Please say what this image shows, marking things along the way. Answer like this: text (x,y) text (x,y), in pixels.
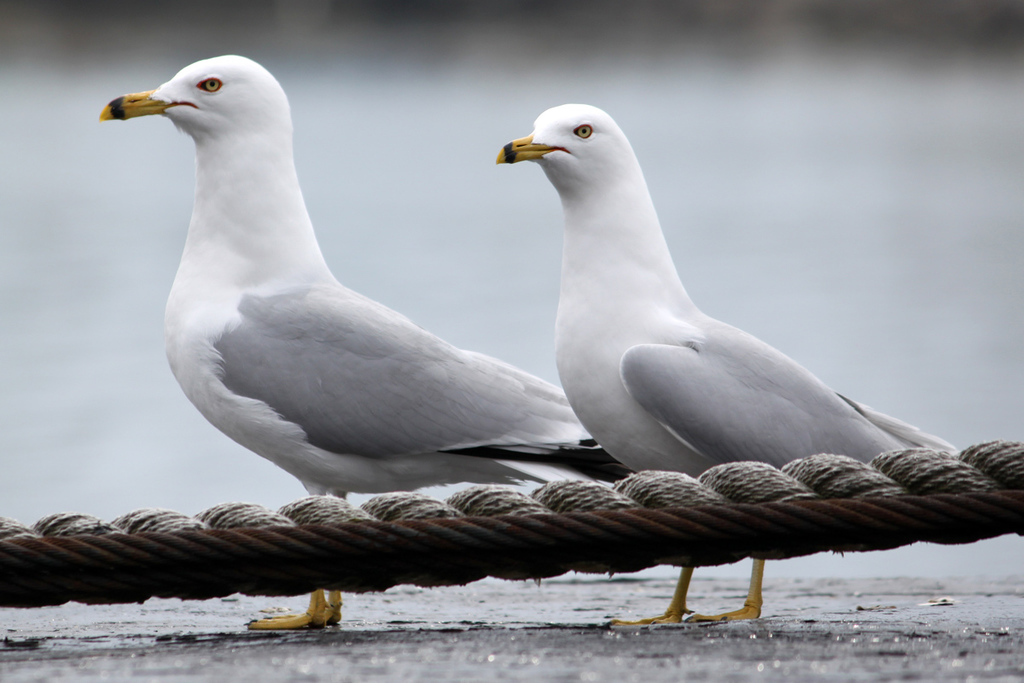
In this image we can see few birds (420,369). There are few ropes (600,526) in the image. There is a blur background (952,57) in the image.
